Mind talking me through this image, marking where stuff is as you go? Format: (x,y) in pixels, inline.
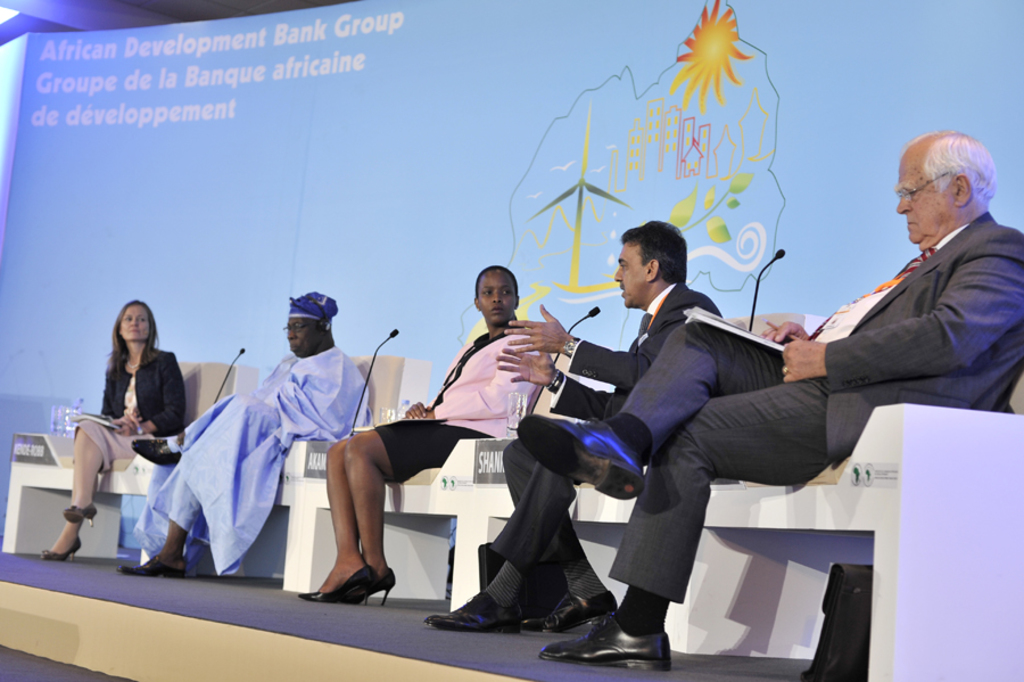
In the image there are a group of people (799,424) sitting on the stage (139,615) and there are names (494,459) sticked on their chairs (470,454) and behind the people (179,381) there is a banner (372,249) with some text (98,114).
